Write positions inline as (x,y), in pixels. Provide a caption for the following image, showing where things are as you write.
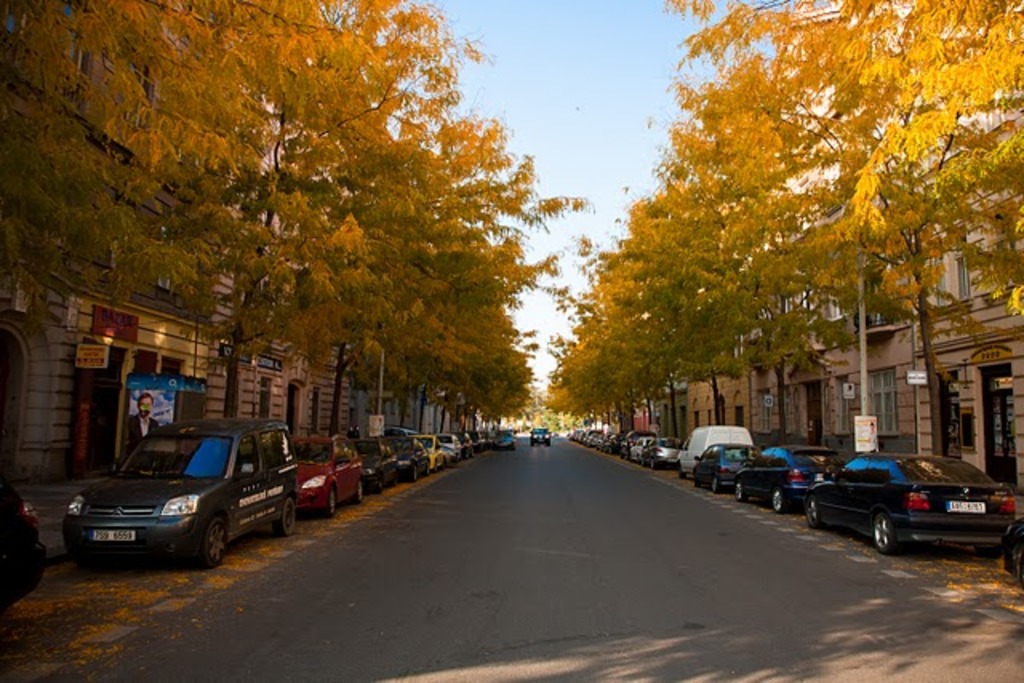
In the middle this is the road (599,546), on either side of this road (615,589) cars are parked and there are trees (637,379) and buildings (663,417). At the top (645,129) it's a sky (613,126).
